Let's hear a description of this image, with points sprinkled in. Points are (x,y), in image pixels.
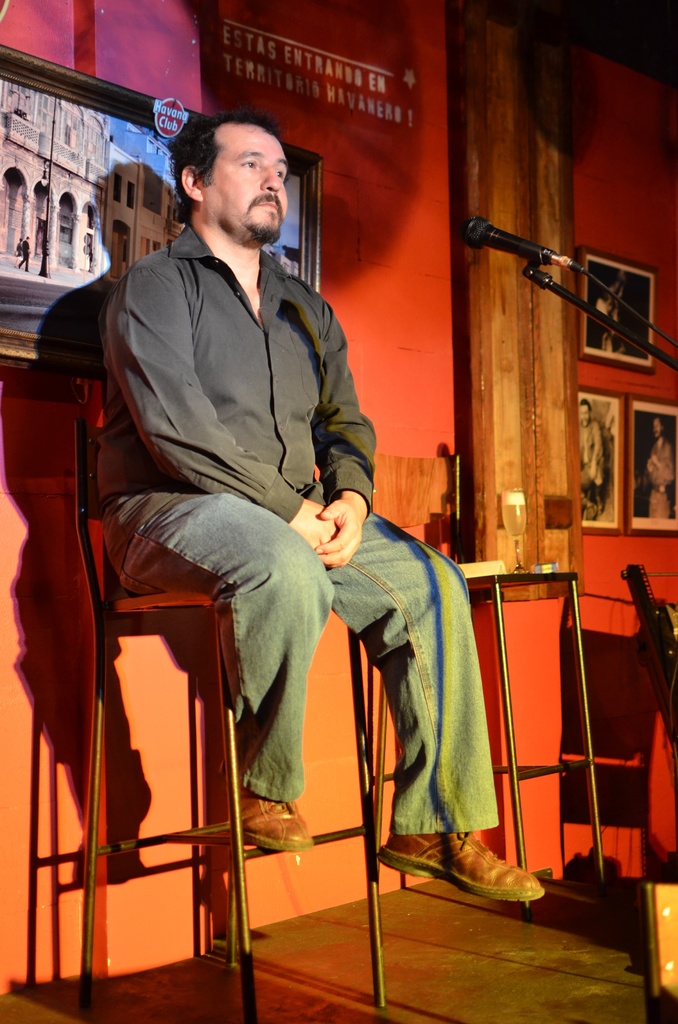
Here in this picture we can see a person (229,430) sitting on a chair (239,819) present on the floor (147,997) and in front of him we can see microphone (495,242) present on a stand (627,341) and beside him also we can see other stool (506,662) present with a glass (508,521) of juice (509,530) on it and behind him on the wall (662,389) we can see a portrait (24,90) present and beside him on the right side (637,285) we can see photo frames (618,413) present.
